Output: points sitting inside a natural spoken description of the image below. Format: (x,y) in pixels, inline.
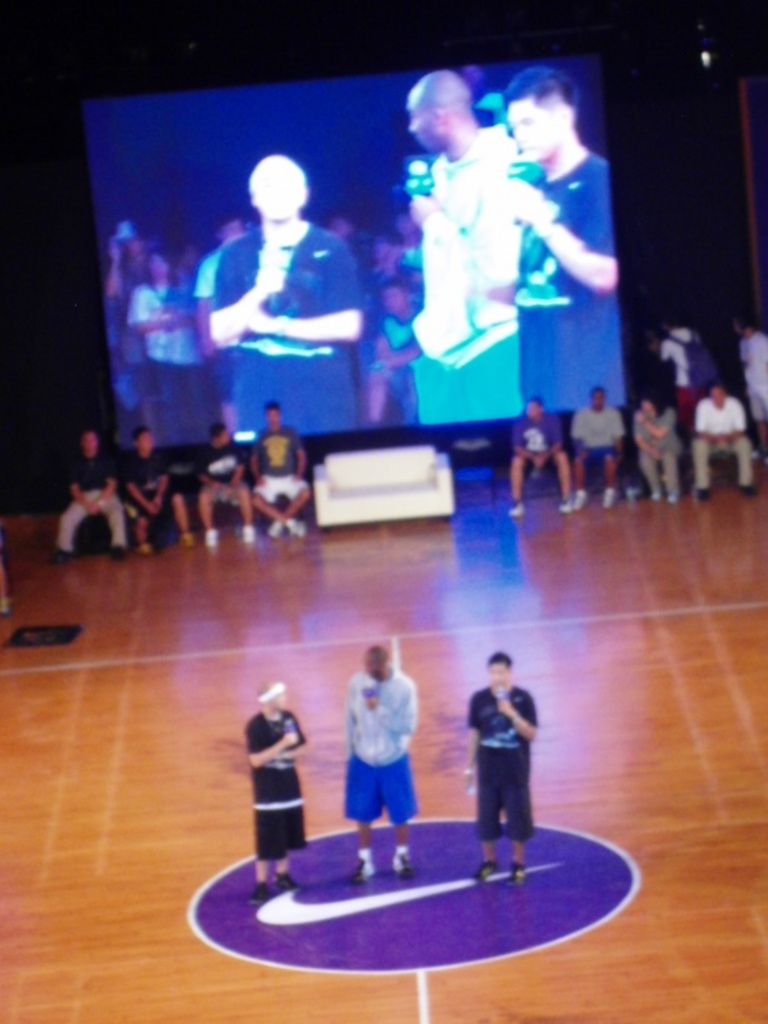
On the bottom (357,714) there is a man (405,798) who is wearing hoodie (383,736), blue short (391,791) and shoe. He is holding the mic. Besides him we can see the man (284,744) who is wearing black dress (255,801). On the back (736,413) we can see group of persons (582,465) sitting on the chair (524,472) near to the couch (399,485). On the background (266,97) we can see a projector screen (437,316), where we can see audience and three persons (437,299).
